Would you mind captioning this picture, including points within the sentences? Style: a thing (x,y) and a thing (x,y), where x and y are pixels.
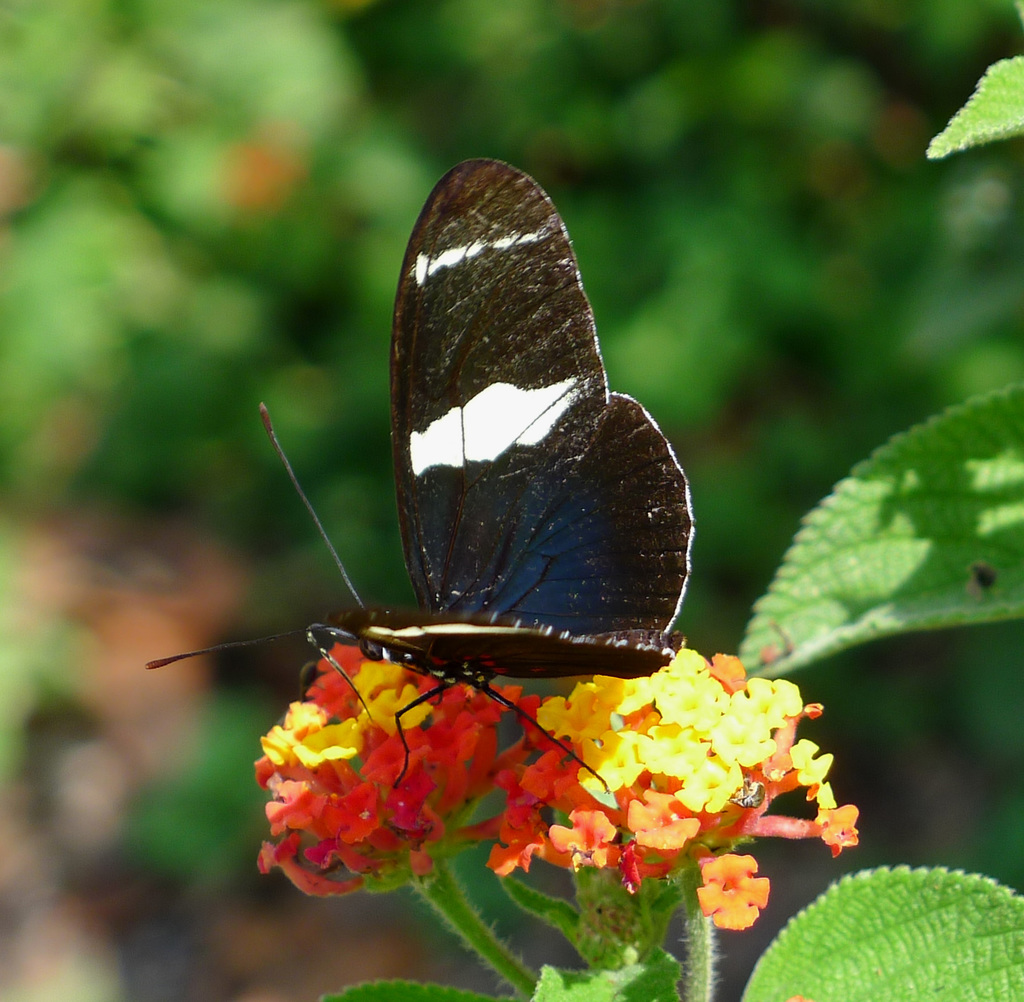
In the center of the image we can see a plant (636,926) with flowers (675,853) and leaves (627,1001). On the flowers (627,717), we can see one butterfly (541,637), which is in a black and white color. In the background (925,364), we can see it is blurred.
